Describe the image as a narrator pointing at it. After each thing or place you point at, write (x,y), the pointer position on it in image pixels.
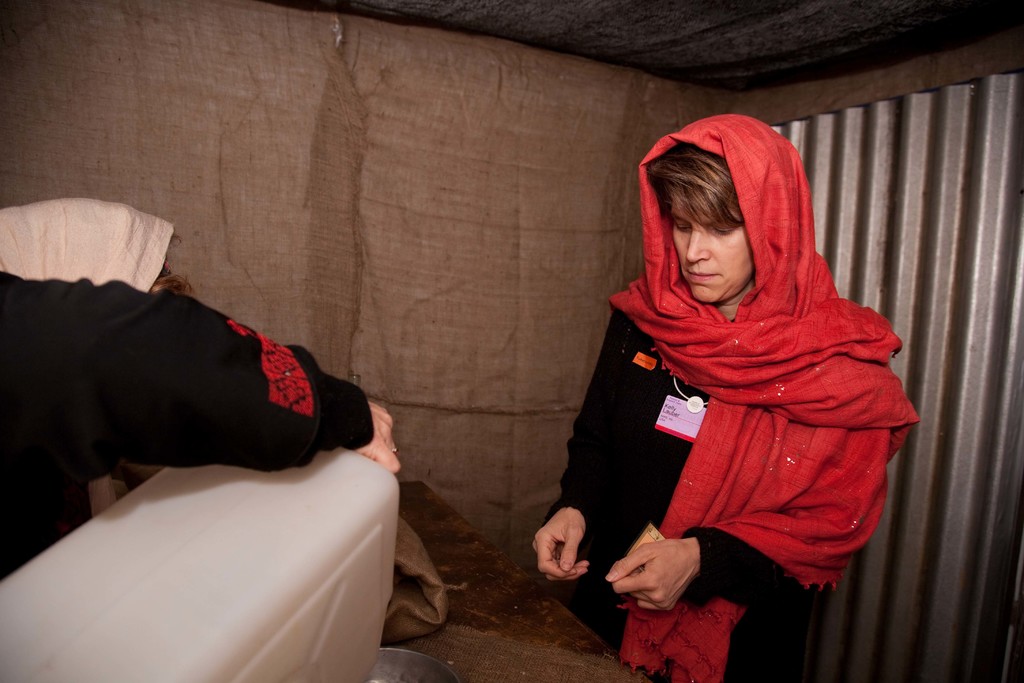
In this picture we can see there are two people (70,310) standing and a person (93,334) is holding an object (158,533). In front of the people (628,545) there is a table (478,594). Behind the people (300,421) there is an iron sheet (931,184) and a cloth (373,187).
